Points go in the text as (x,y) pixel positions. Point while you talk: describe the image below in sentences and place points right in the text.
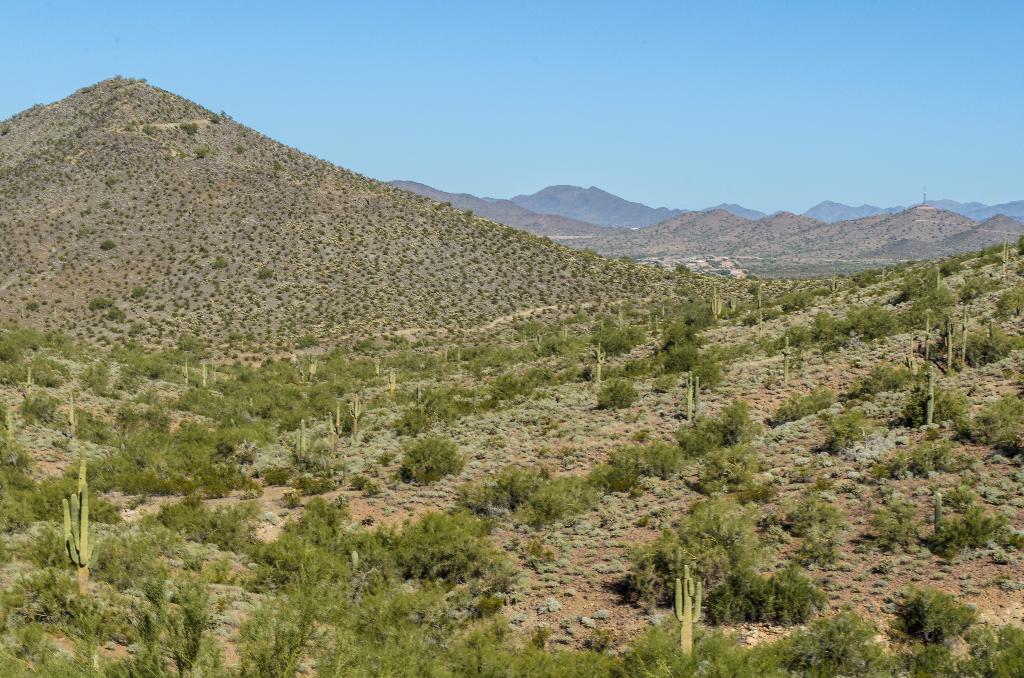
In this picture there are mountains (618,284). At the top (658,85) there is sky (629,108). At the bottom (332,505) there are plants (977,534) on the ground (640,616).
